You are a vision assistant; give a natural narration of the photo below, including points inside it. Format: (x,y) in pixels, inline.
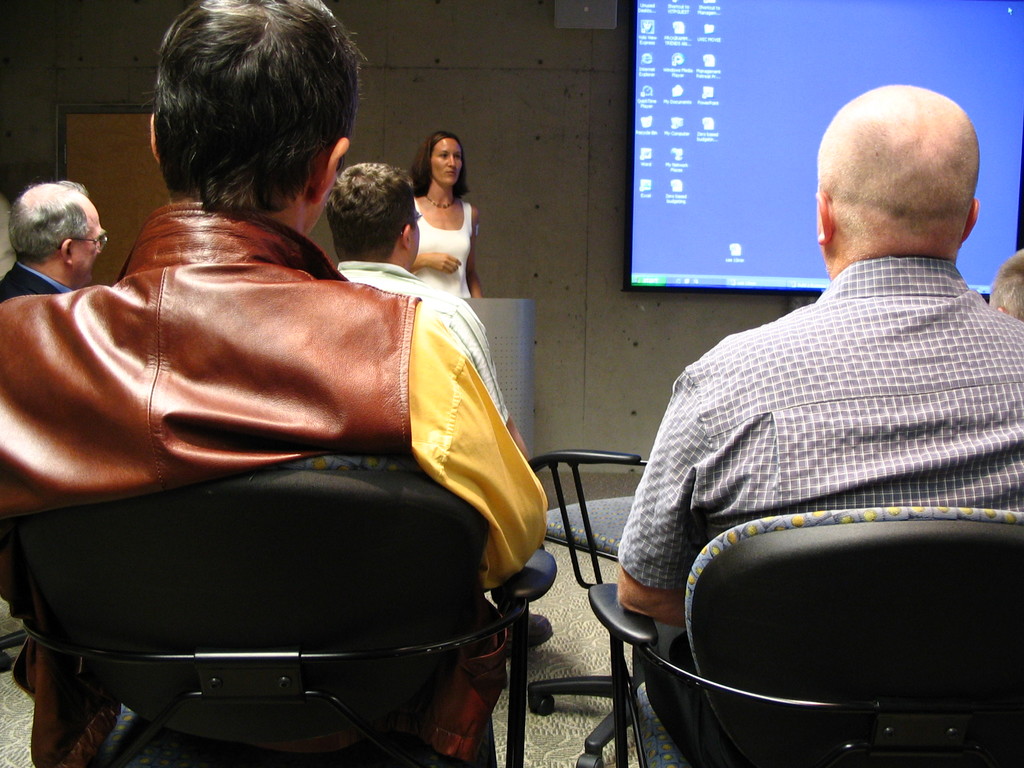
This picture is clicked in the conference room (571,223). Here, we see four men (444,372) are sitting on the chairs (596,592). The girl (466,266) in the white T-shirt (438,241) is standing beside the grey wall (504,228). She is trying to explain something. In the right top of the picture (785,116), we see a projector screen (753,177).
